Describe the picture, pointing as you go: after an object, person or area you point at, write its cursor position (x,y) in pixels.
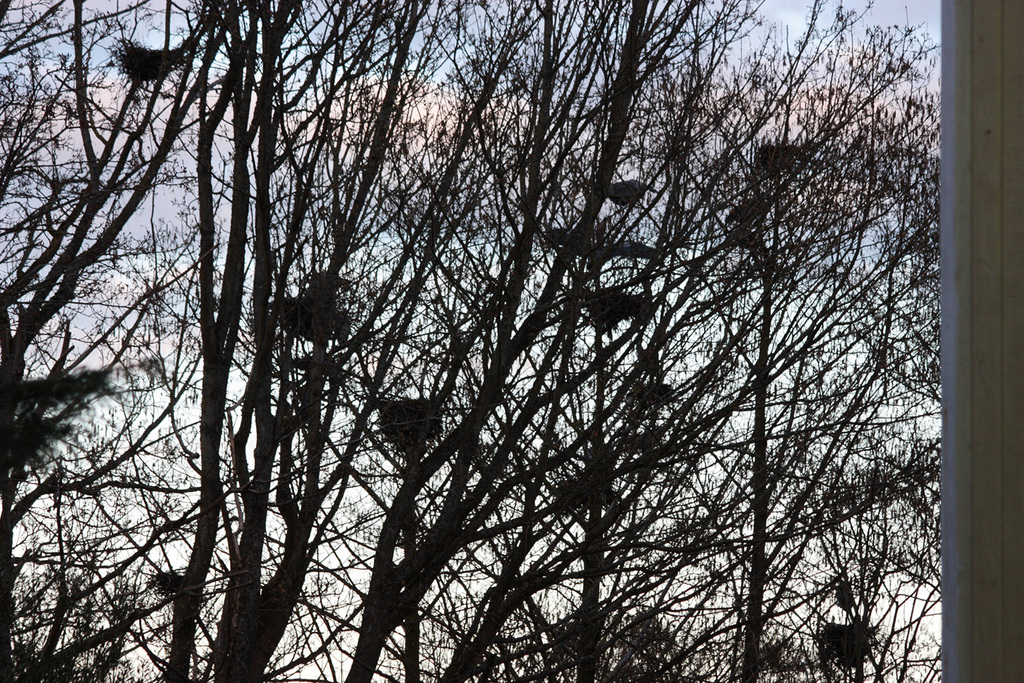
In this image I can see the nests (318,336) in the trees (552,373). In the background (556,102), I can see the clouds (788,65) in the sky (775,82).
